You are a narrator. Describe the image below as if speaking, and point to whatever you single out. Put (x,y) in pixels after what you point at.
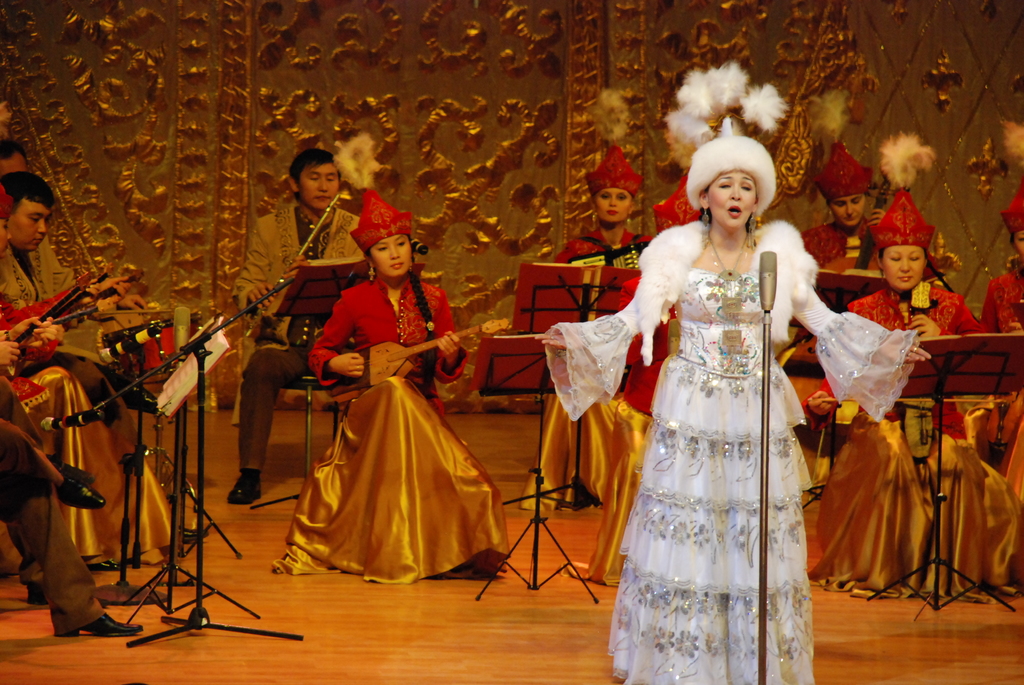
In this image I can see number of people (572,369) where one is standing and rest all are sitting. I can also see except one, everyone are holding musical instruments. I can also see few mics (770,291) and few stands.
